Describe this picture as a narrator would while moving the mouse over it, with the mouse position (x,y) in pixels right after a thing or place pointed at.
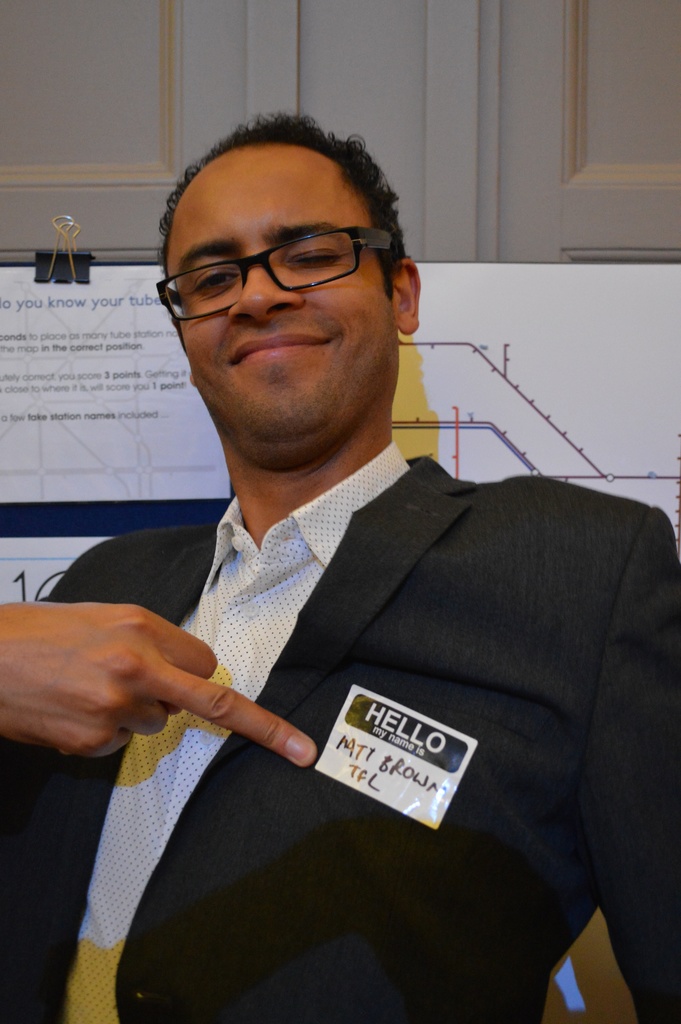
In this image there is a person (417,564) wearing spectacles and suit (437,711) in the foreground (278,873). There is a board (157,506) with text (20,339), it looks like a wall (217,122) in the background (115,231).
